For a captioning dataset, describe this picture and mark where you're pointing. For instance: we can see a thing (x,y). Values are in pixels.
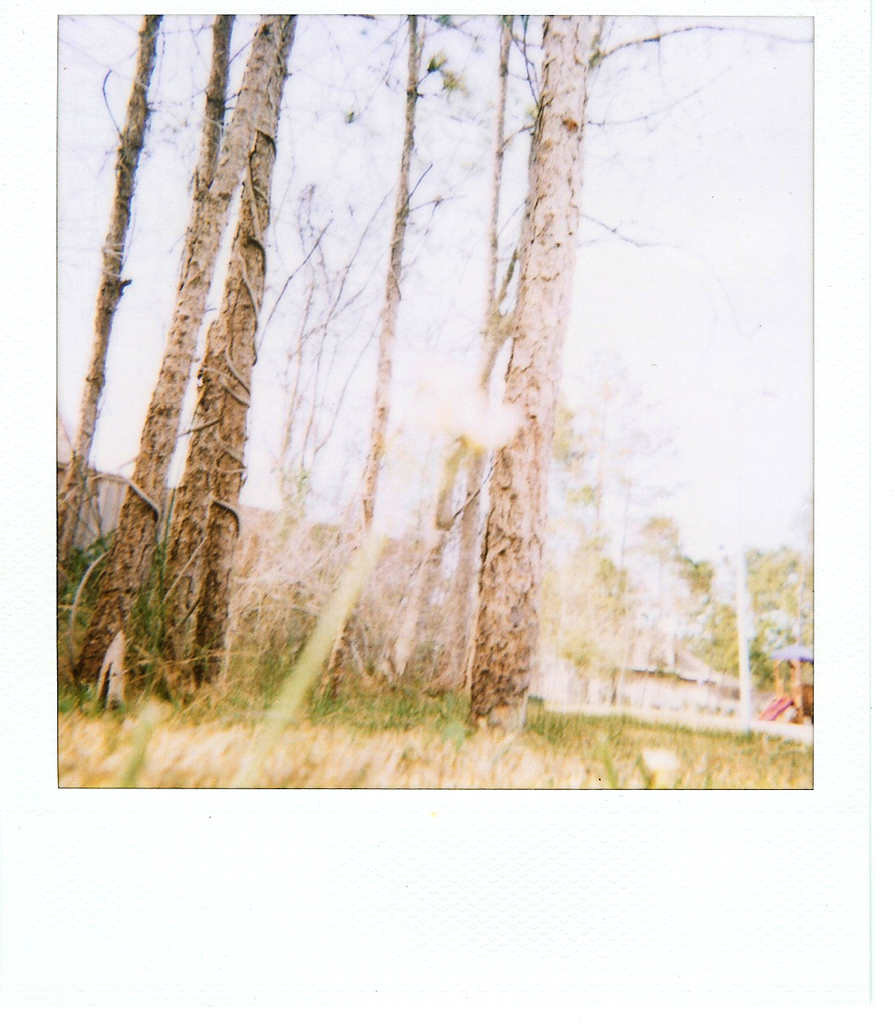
In the given image i can see a tree trunks (491,353), grass (282,720) and sky (369,349).
